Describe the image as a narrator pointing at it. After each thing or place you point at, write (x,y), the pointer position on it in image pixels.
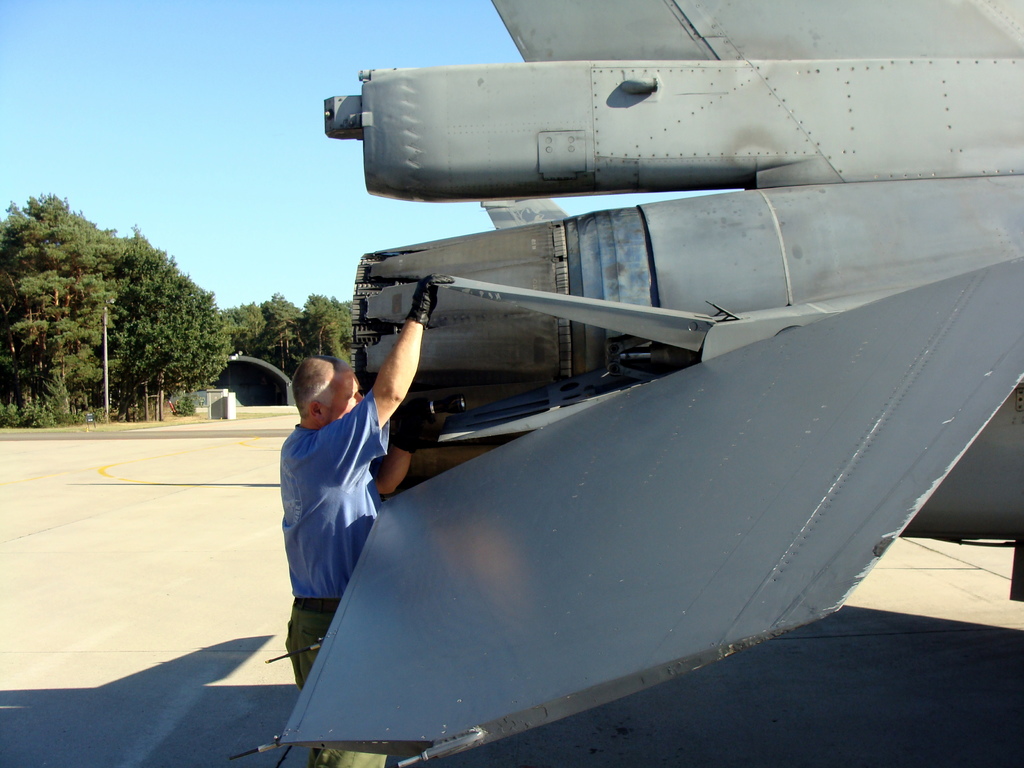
This picture is taken outside the city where a man (343,490) is standing and checking the plane (607,378) which is at the right side (702,395). In the background (201,341) there are some trees (218,340), sky (263,45), and a light pole (106,380).
